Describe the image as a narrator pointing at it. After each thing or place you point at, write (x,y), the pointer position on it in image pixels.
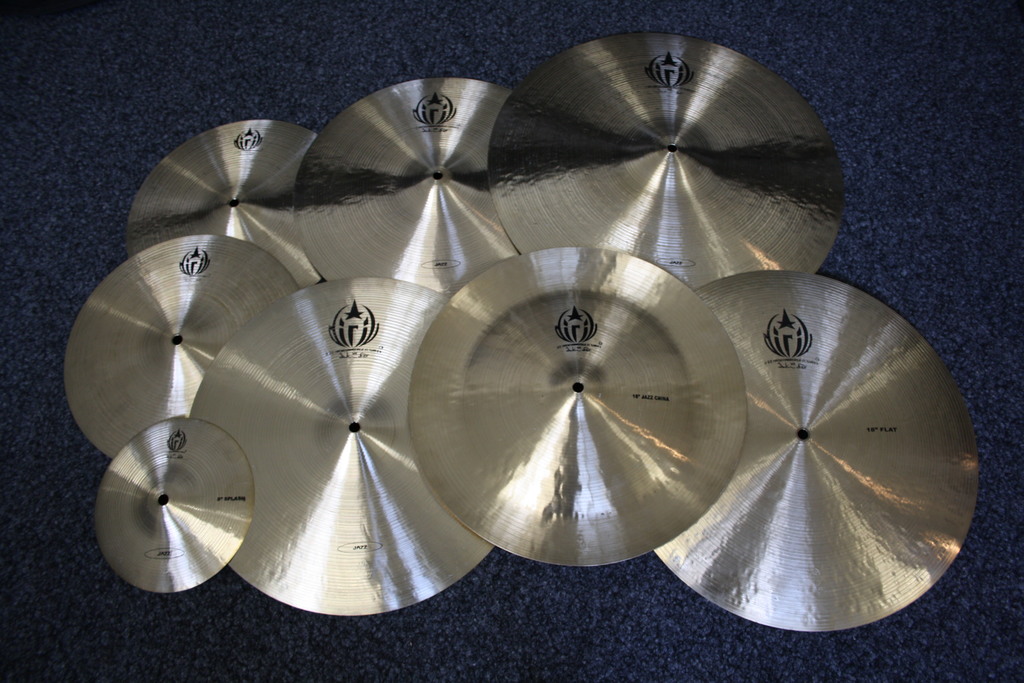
Here I can see some metal discs (715,449) on a blue color cloth (855,650).
